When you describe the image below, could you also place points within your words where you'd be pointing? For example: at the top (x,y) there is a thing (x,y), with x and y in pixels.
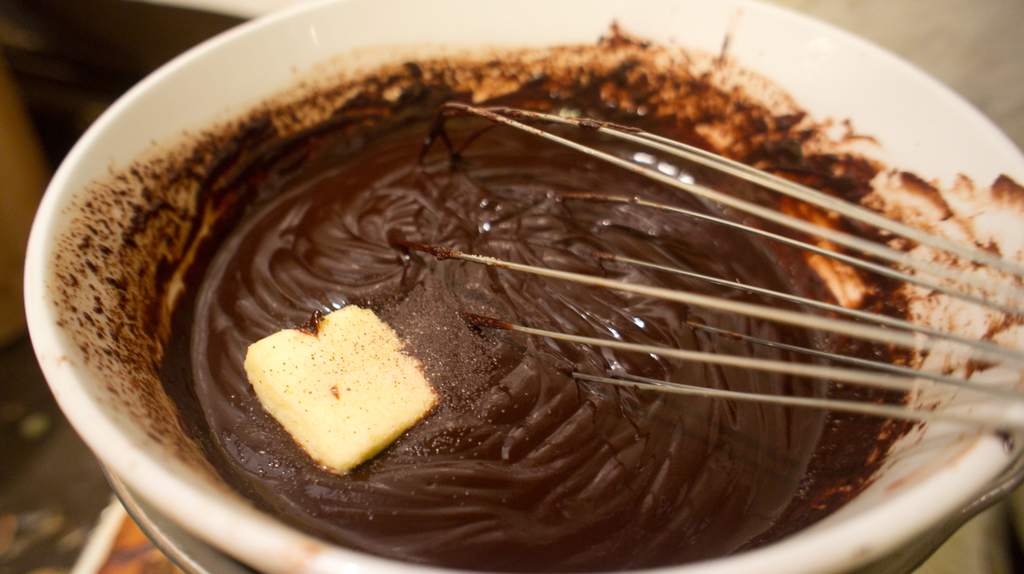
In this image we can see melted chocolate (297,482) and egg beater (787,244) are in the bowl (585,49). The background of the image (1000,79) is blurred.
